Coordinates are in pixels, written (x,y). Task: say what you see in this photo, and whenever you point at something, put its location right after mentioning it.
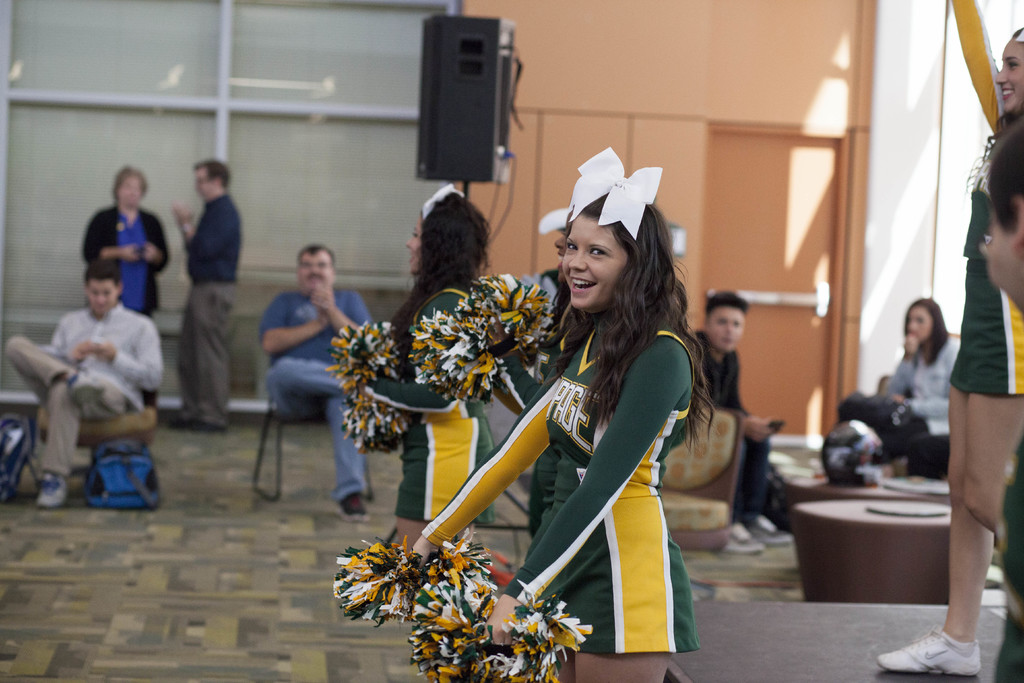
In this picture I can see the cheer girls (561,301). I can see a few people (303,365) sitting. I can see the speaker (454,58). I can see a few people (114,185) standing.
